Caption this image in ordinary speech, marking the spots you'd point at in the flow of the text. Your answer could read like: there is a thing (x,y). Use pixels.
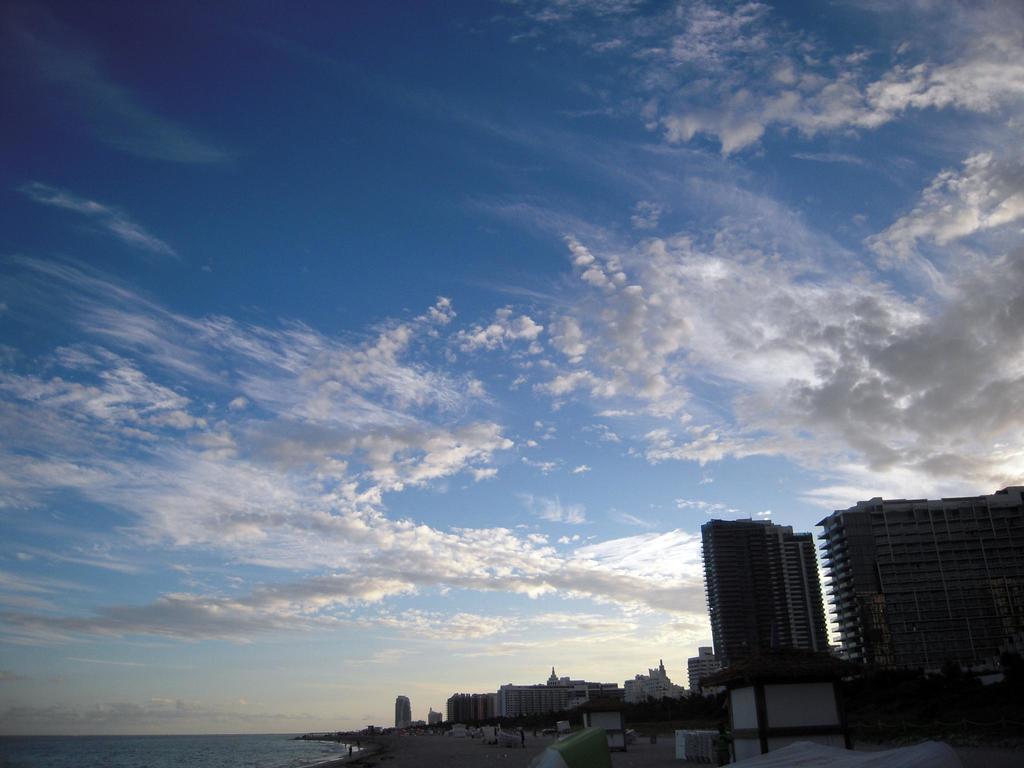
In this picture we can see buildings (956,515), people (718,740), trees (948,678), water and some objects (712,751) and in the background (860,386) we can see sky (947,489) with clouds (907,420).
